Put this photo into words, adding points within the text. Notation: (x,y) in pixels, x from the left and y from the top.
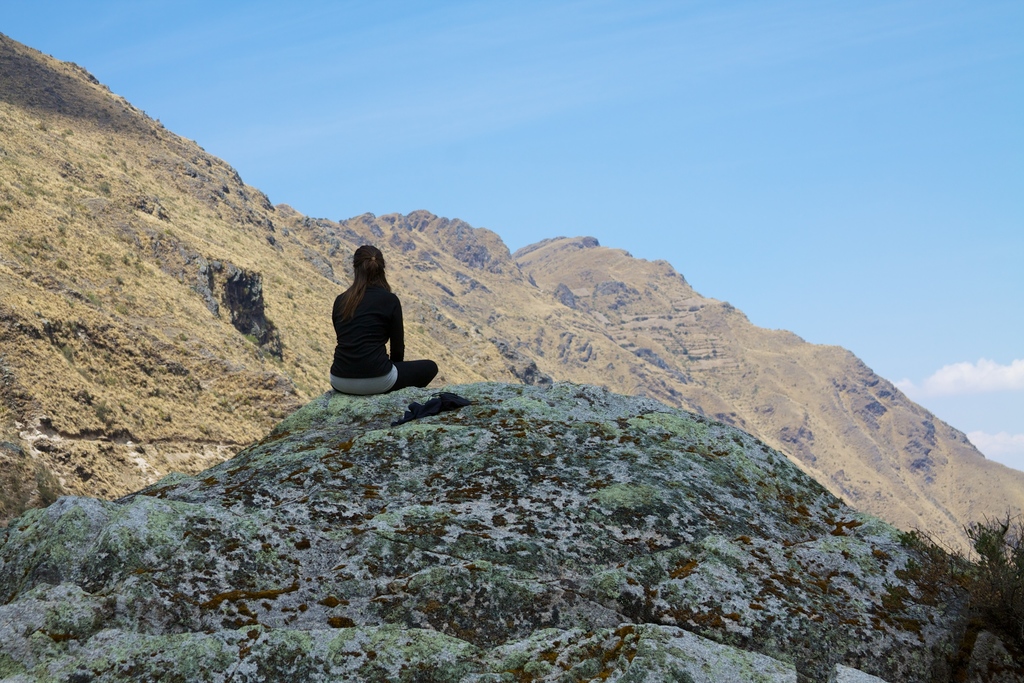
In this picture we can see the beautiful view of the mountains (432,285). In the center (349,333) there is a woman (375,343) wearing a black t-shirt (377,349) is sitting on the hill (154,503). Behind there is a huge mountain (611,297). On the top (525,173) there is a sky (595,101).
